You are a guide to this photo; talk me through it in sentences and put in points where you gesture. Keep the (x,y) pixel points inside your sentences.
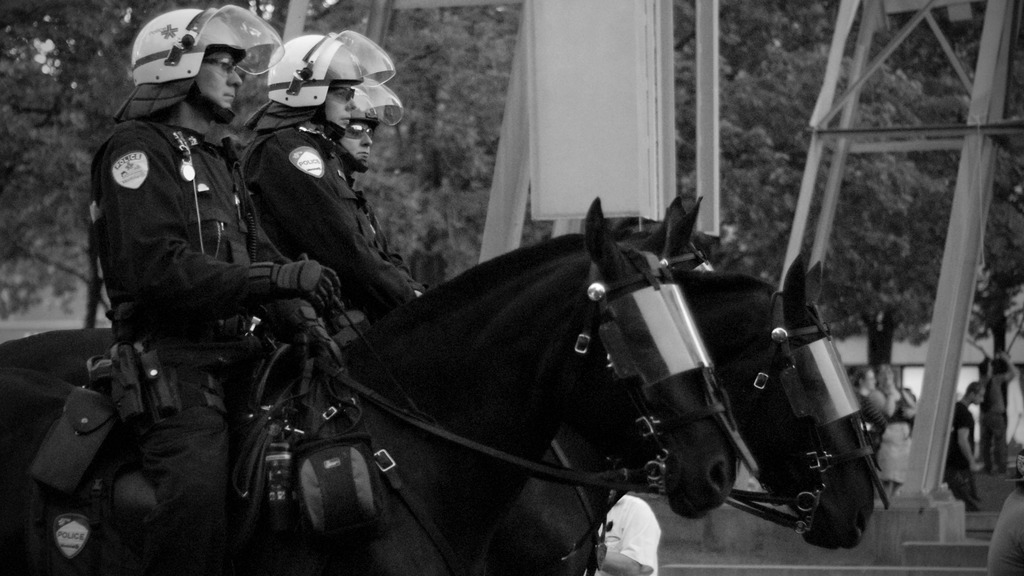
This is a black and white picture. On the background (736,87) can see trees (742,42). This is a tower (945,360). We can see persons (969,451) standing here. We can see three men (303,186) wearing helmet (397,113) and riding horse (531,346).
